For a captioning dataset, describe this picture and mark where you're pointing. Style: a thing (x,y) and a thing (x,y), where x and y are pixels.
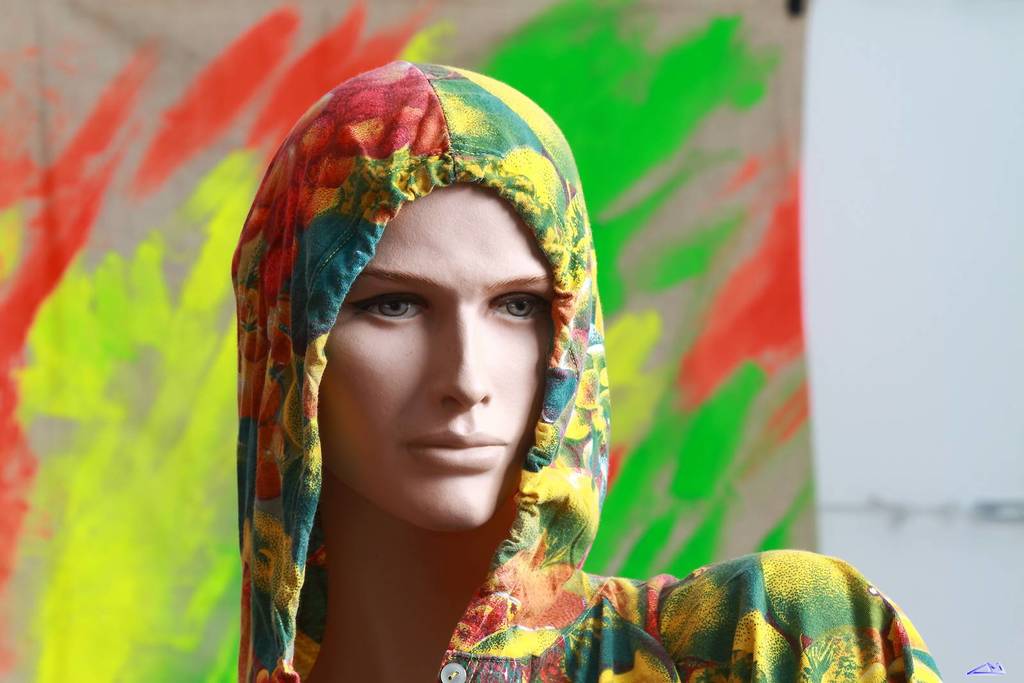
This image is taken outdoors. In the background (222,177) there is a colorful cloth (167,549) and a wall (887,483). In the middle of the image (473,241) there is a mannequin (369,363) with a hoodie (548,563).
